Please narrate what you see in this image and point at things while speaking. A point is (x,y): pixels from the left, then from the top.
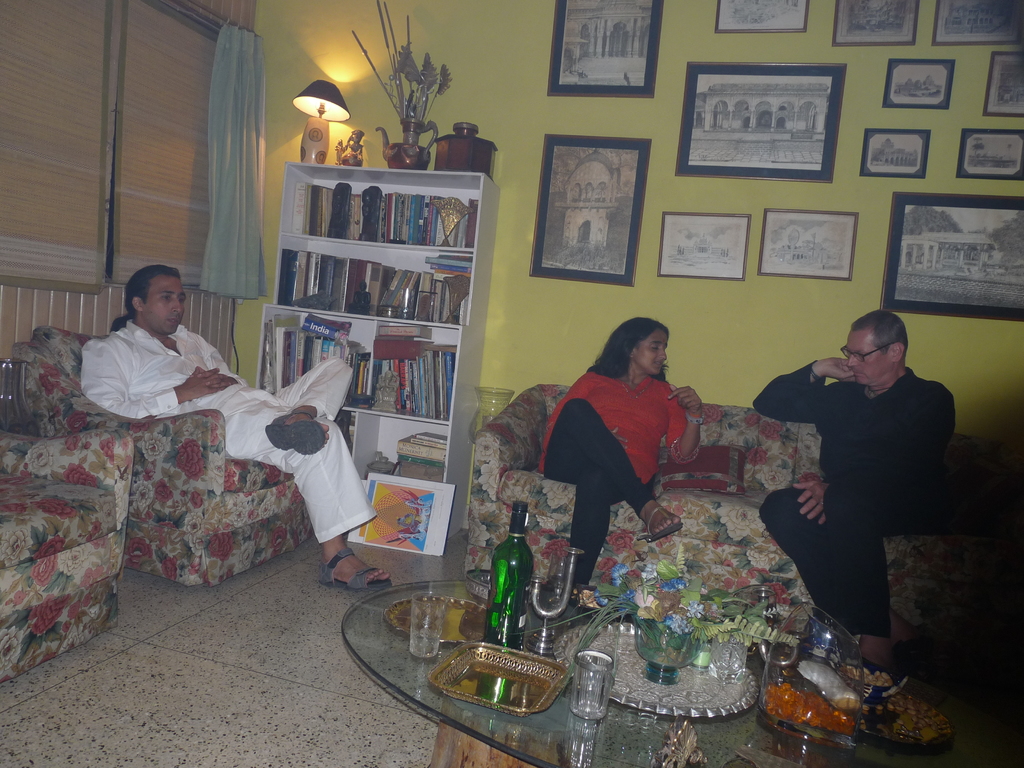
On the background (790,217) we can see photo frame (797,214) cover a wall (702,284). here we can see a cupboard (467,303) where books (455,272) are arranged, on it we can see lamp (328,90), vase (410,121), idol (343,147). this is a curtain (244,286). Here we can see three persons (563,454) sitting on sofas (178,480) in front of a table (609,738) and on the table (717,736) we can see bottles (525,606), flower vase (705,627), plate (557,684), water glasses (599,665) and food items (795,716). This is a floor (146,663).
